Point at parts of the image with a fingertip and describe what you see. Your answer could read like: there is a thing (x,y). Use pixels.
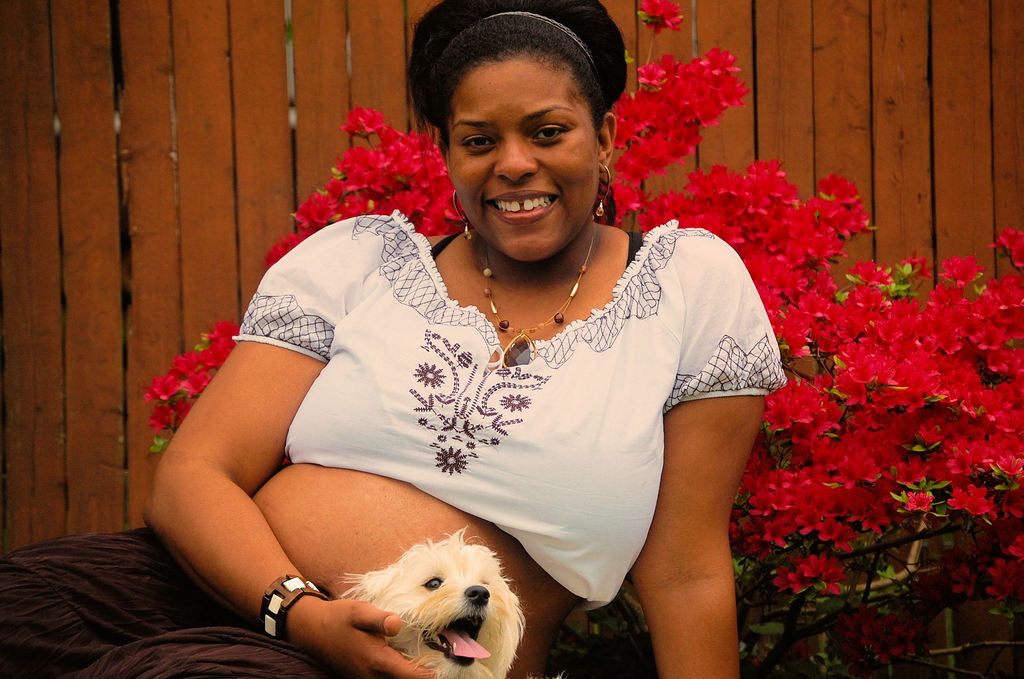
As we can see in the image there are red color flowers (803,278), white color dog (438,562), a woman (360,391) wearing white color dress (402,391) and behind her there are wooden sticks (263,66).
